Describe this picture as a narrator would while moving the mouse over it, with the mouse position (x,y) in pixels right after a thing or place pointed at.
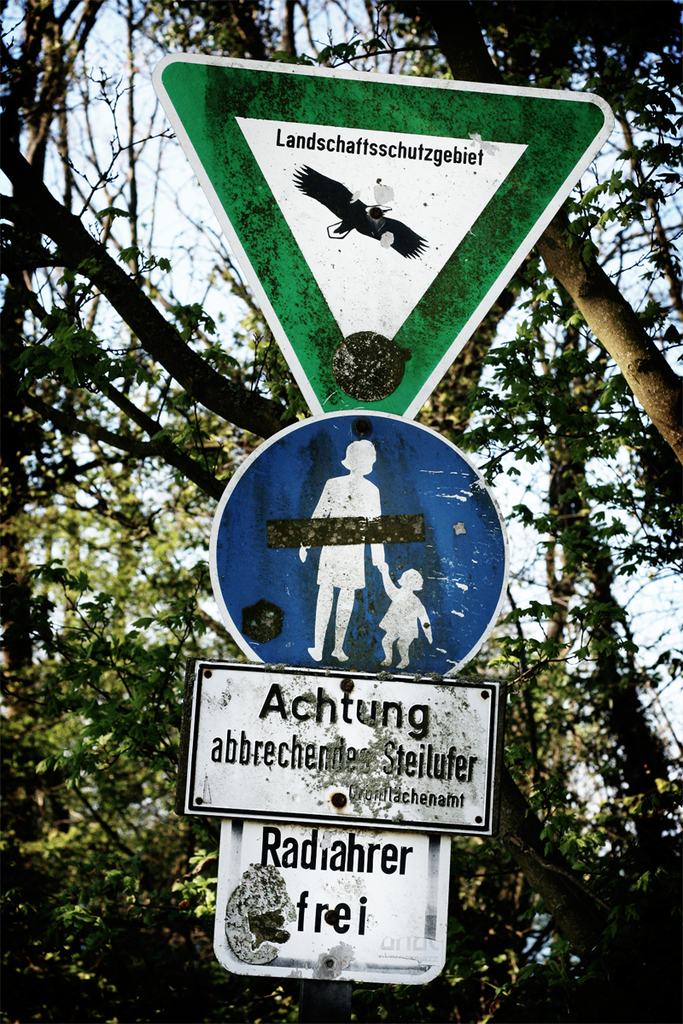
In this picture we can see sign boards (447,485), name boards (378,709) and in the background (483,867) we can see trees (271,376), sky (138,159).
